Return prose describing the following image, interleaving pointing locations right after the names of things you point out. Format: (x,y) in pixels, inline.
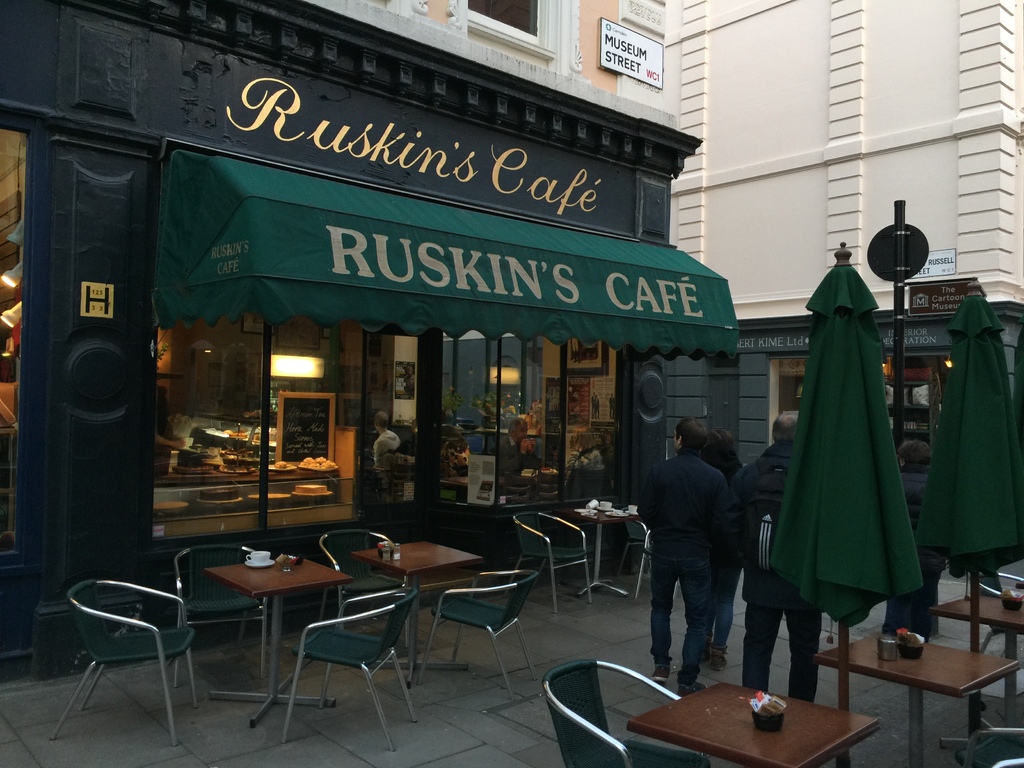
In the image we can see there are people (726,584) who are standing and beside there is a cafe (491,398) on which it's written "Ruskin's Cafe".
